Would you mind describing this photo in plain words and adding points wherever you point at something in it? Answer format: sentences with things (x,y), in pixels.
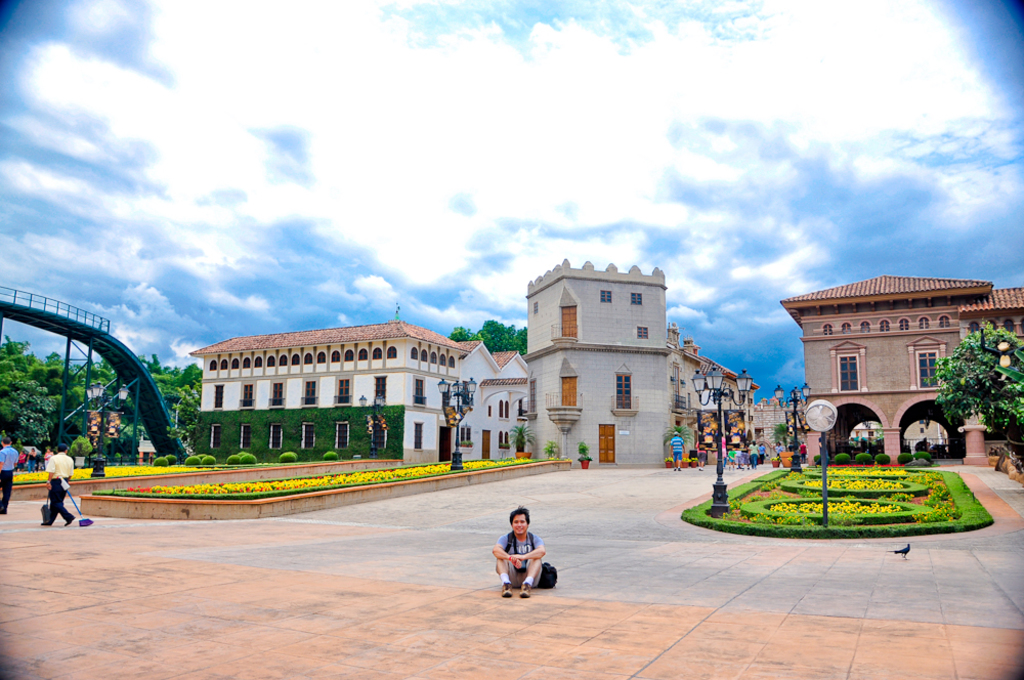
There are few persons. Here we can see plants (318,476), poles (723,493), lights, grass (905,526), trees (72,391), and buildings (913,385). In the background (365,205) there is sky (479,146) with clouds (758,213).
